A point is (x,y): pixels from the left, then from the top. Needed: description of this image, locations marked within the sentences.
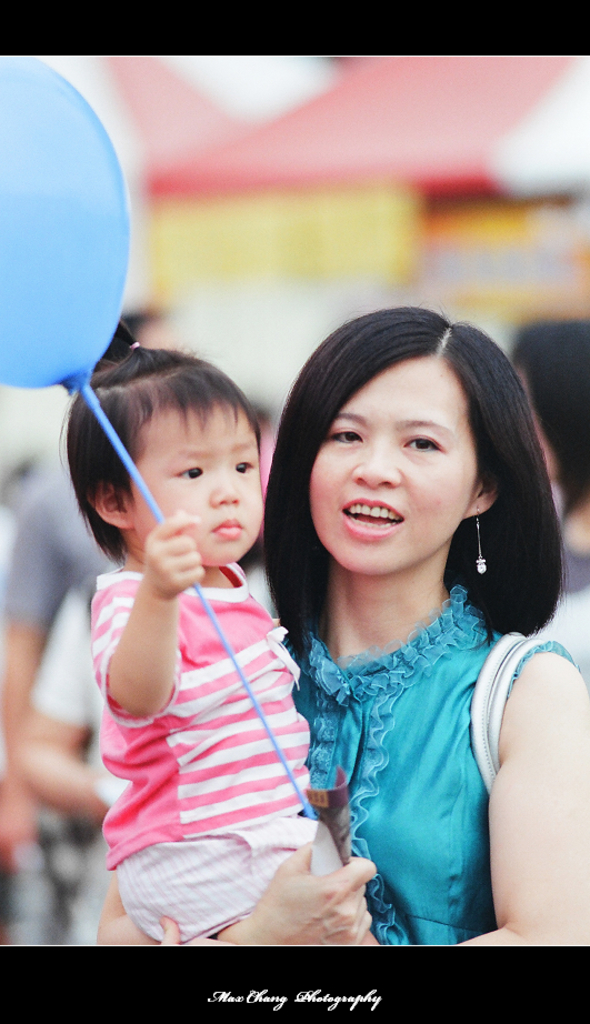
The picture consists of a woman (440,768) in blue dress (430,806) holding a baby (233,767). The baby (212,677) is holding a balloon (78,235). The background (531,232) is blurred. At the bottom (355,996) there is text (345,996).
